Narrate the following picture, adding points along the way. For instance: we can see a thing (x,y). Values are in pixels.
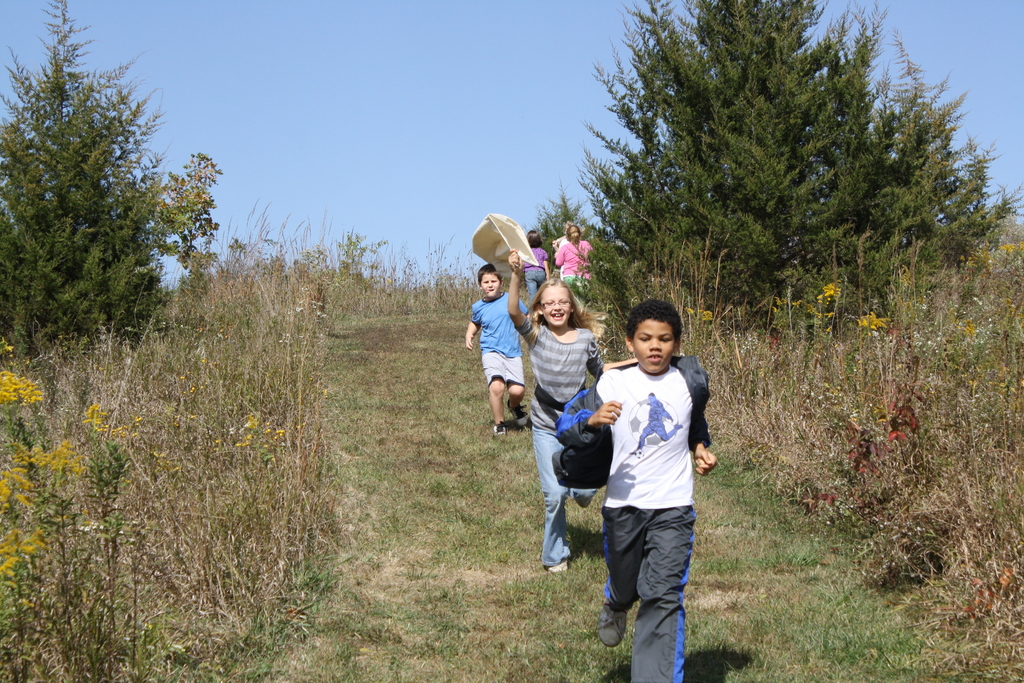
There are three kids (652,479) running on a greenery ground (714,541) and there are few other people (529,235) behind them and there are trees (744,117) and plants (214,252) on either sides of them.
